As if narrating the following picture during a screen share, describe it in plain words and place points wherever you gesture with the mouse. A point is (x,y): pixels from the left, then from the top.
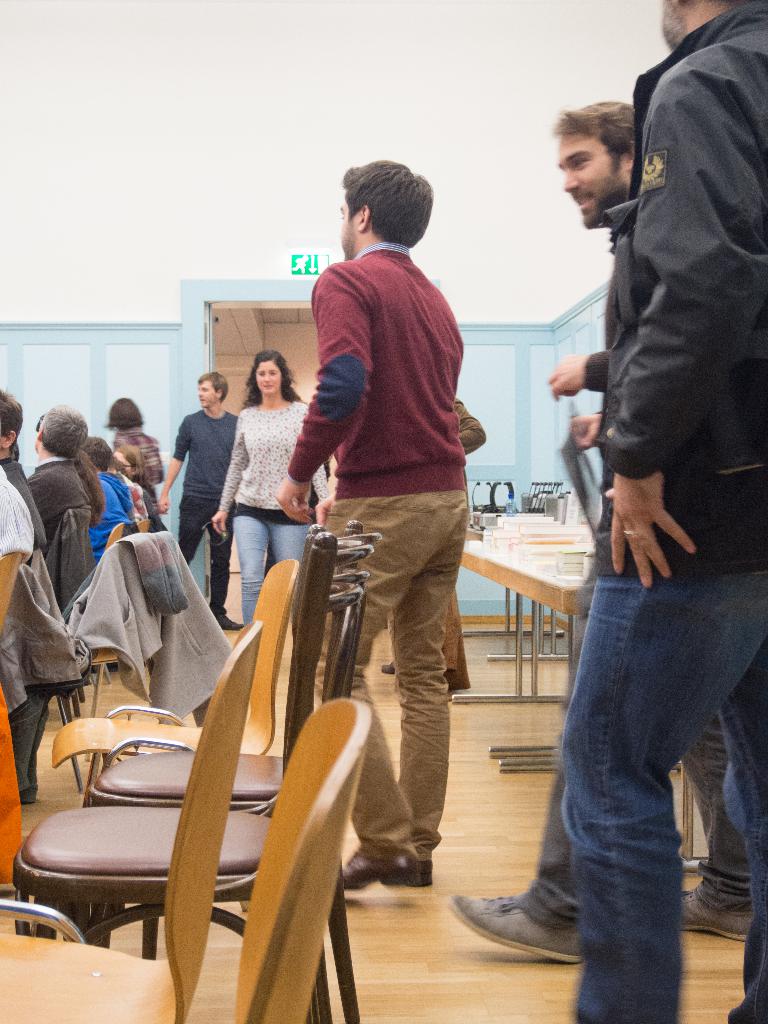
in this picture there are some people (109,504) sitting in the chairs (96,612) some of them was standing. There are some tables (486,549) here. There are men (371,487) and women (94,512) in this room (424,432). In the background (150,201) there is a wall (201,127).
